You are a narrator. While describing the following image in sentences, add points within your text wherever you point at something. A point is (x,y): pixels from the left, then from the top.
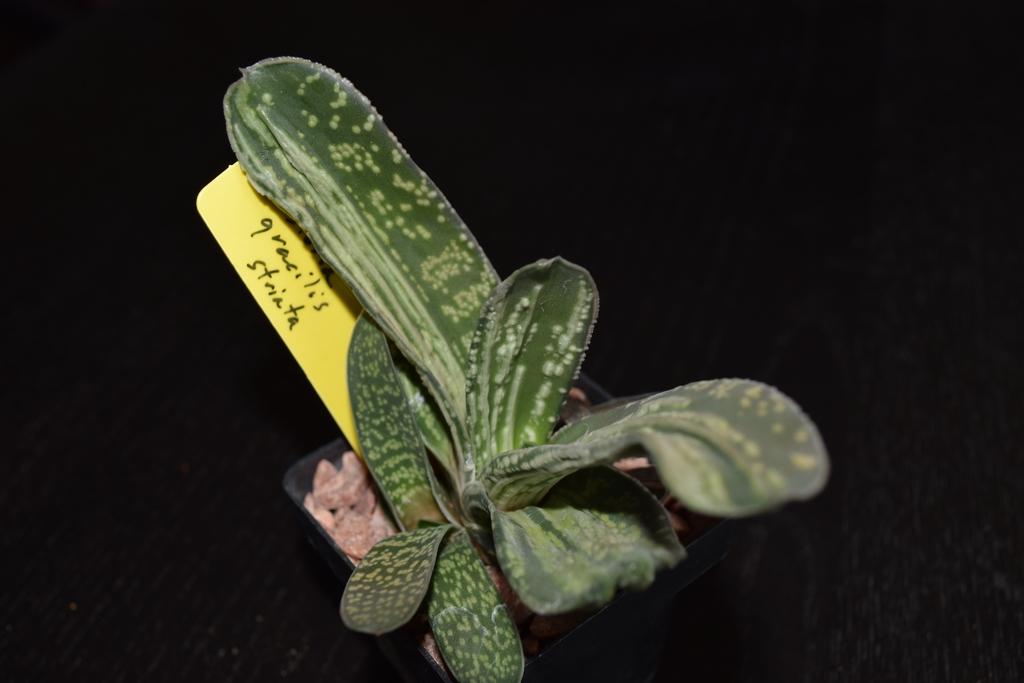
In this image there is one plant (436,549) in a pot (352,568), as we can see at bottom of this image (535,532). There is one yellow color paper (304,310) is at left side of this image (276,293) and there is a floor (154,490) in the background (722,314).
